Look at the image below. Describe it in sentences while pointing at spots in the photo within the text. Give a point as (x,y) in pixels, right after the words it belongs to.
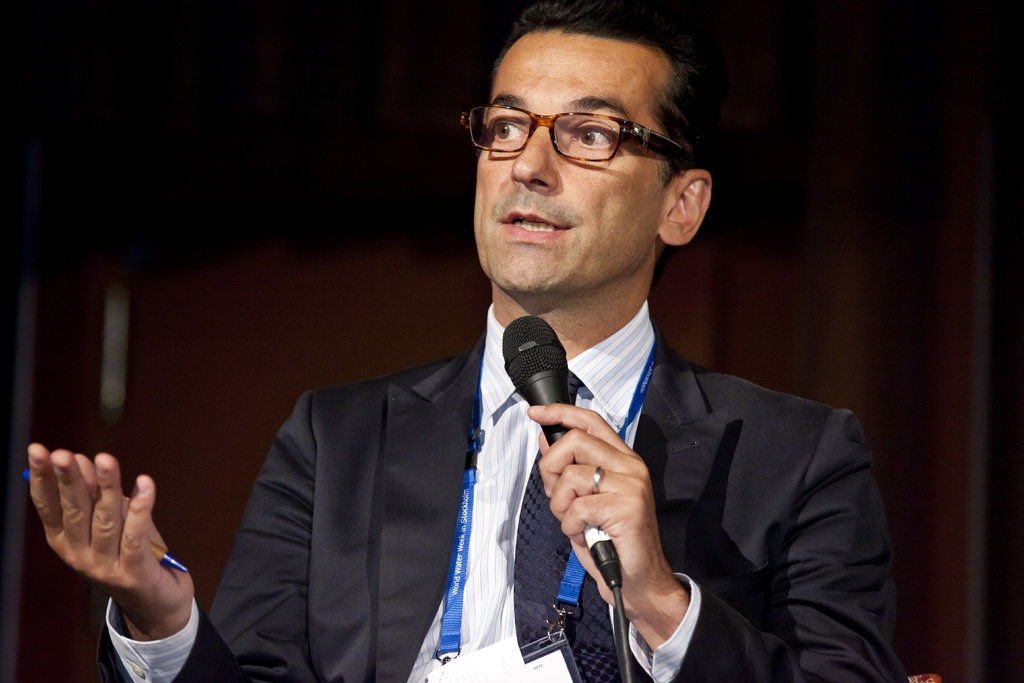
In this picture there is a black coat guy (510,387) who has a mic (551,440) in one of his hands (562,455) and a pen (170,557) in his other hand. In the background (156,468) we observe a brown curtain (356,118).
